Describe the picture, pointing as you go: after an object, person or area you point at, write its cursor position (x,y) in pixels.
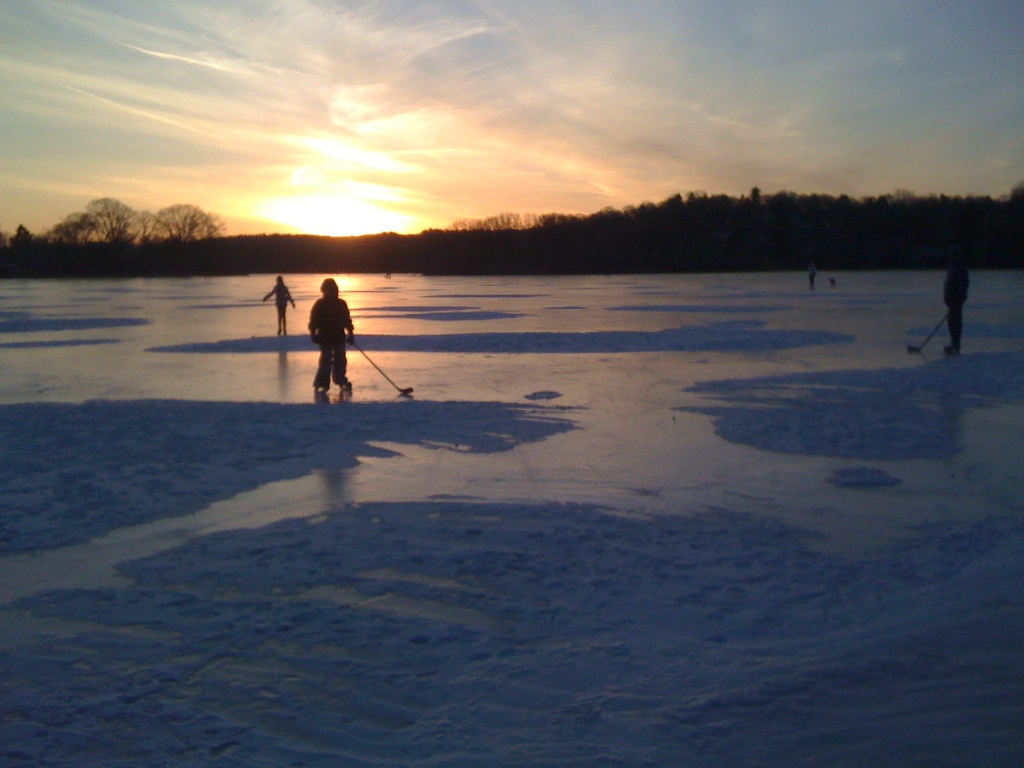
In the foreground of the picture (133,349) it is looking like there is a frozen lake (591,350) and there are people (336,358) playing ice hockey on it. In the middle of the picture (466,258) there are trees (281,242). In the background (334,191) it is sun (300,206) shining in the sky (463,78).
